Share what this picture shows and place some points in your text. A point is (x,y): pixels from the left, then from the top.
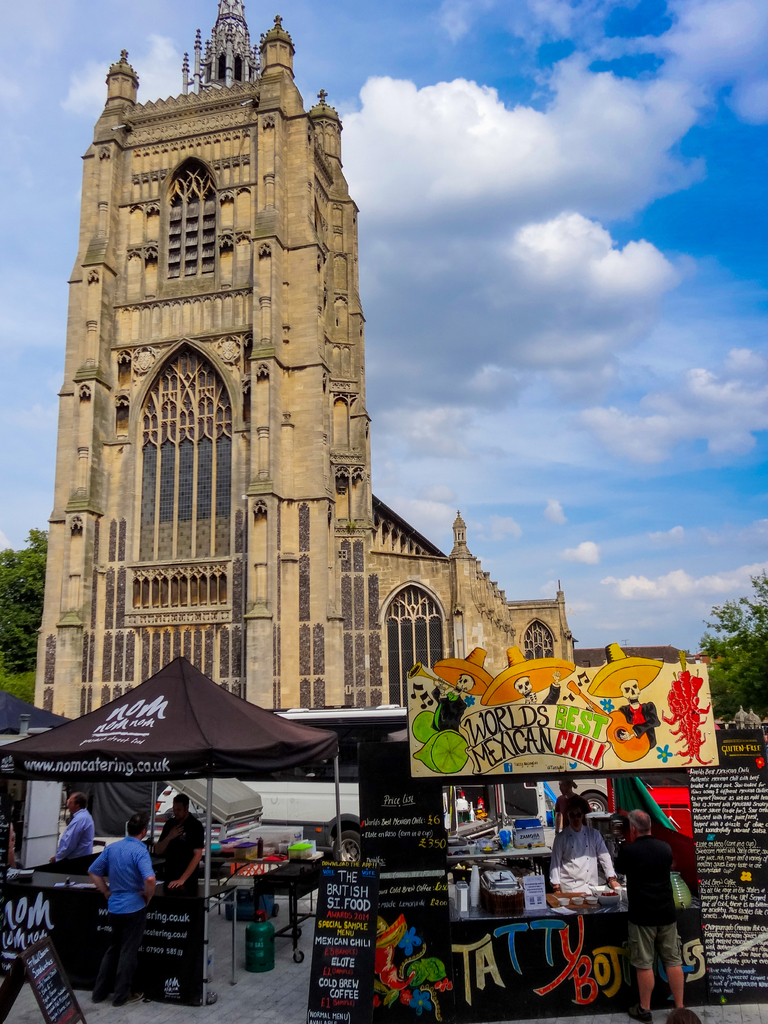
In this picture we can see a building (274,503), in front of the building (216,655) we can find few tents (216,686), a vehicle (332,842), hoardings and few people (632,854), in the background (46,559) we can see few trees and clouds (385,411).
